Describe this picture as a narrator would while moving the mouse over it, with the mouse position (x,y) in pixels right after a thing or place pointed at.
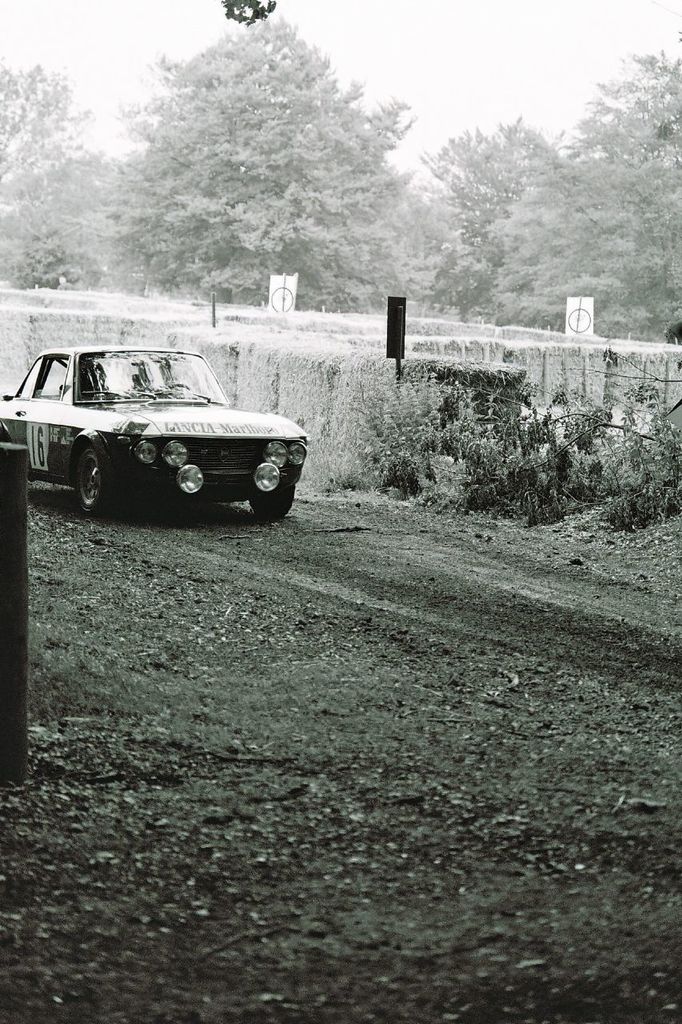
This is a black and white image. In this image we can see a vehicle (55,390), boards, plants (456,400), wall (412,333) and other objects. In the background of the image (345,264) there are trees (381,142) and the sky (612,57). At the bottom of the image (376,770) there is the ground (451,759). On the left side of the image (20,472) there is an object (16,659).
